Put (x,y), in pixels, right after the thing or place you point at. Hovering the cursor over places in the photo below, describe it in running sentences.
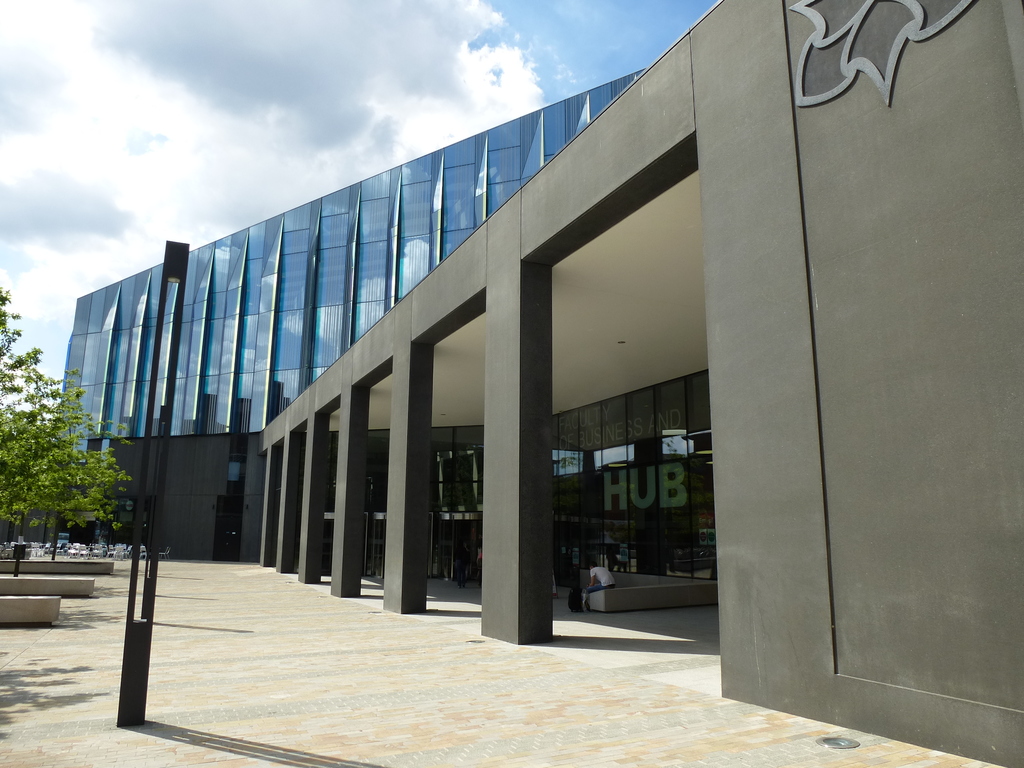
In this image, we can see a building (961,487). We can see the ground (650,736) with some objects (575,600). We can see a person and some chairs (81,551). We can also see some trees (81,517) and some objects (86,565) on the left (18,557). We can see the sky (371,16) with clouds (255,181).
